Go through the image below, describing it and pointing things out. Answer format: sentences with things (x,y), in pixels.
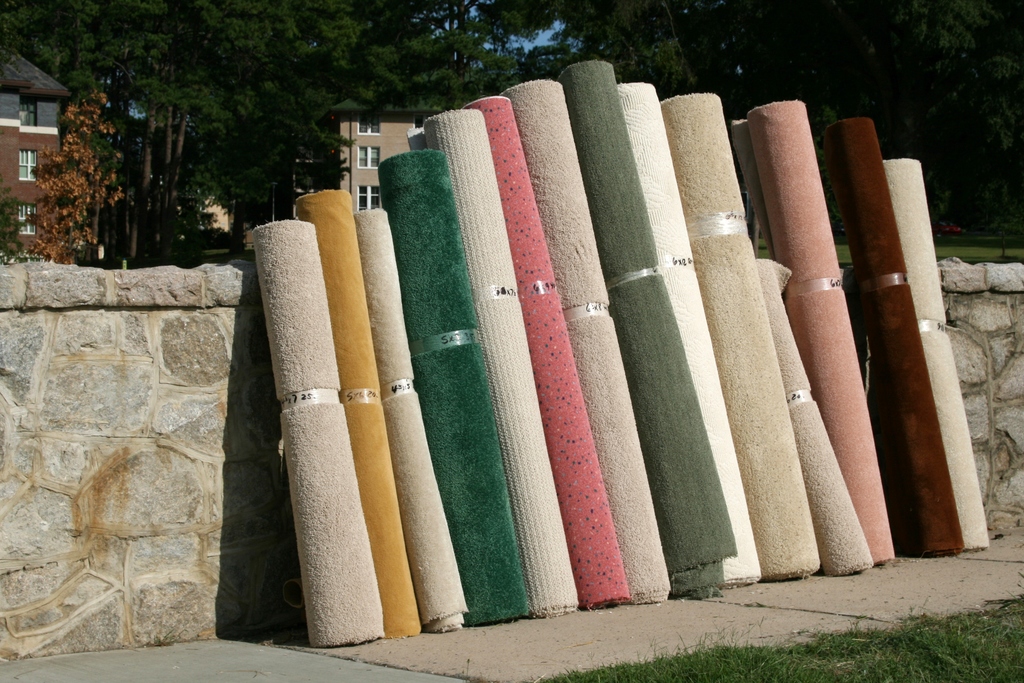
In this image I see cloth rolls (279,239) which are different in colors and I see the green grass (728,658) over here and I see the path (981,594) and the wall (77,274). In the background (112,173) I see the trees (140,57), buildings (355,141) and the blue sky (528,49).
